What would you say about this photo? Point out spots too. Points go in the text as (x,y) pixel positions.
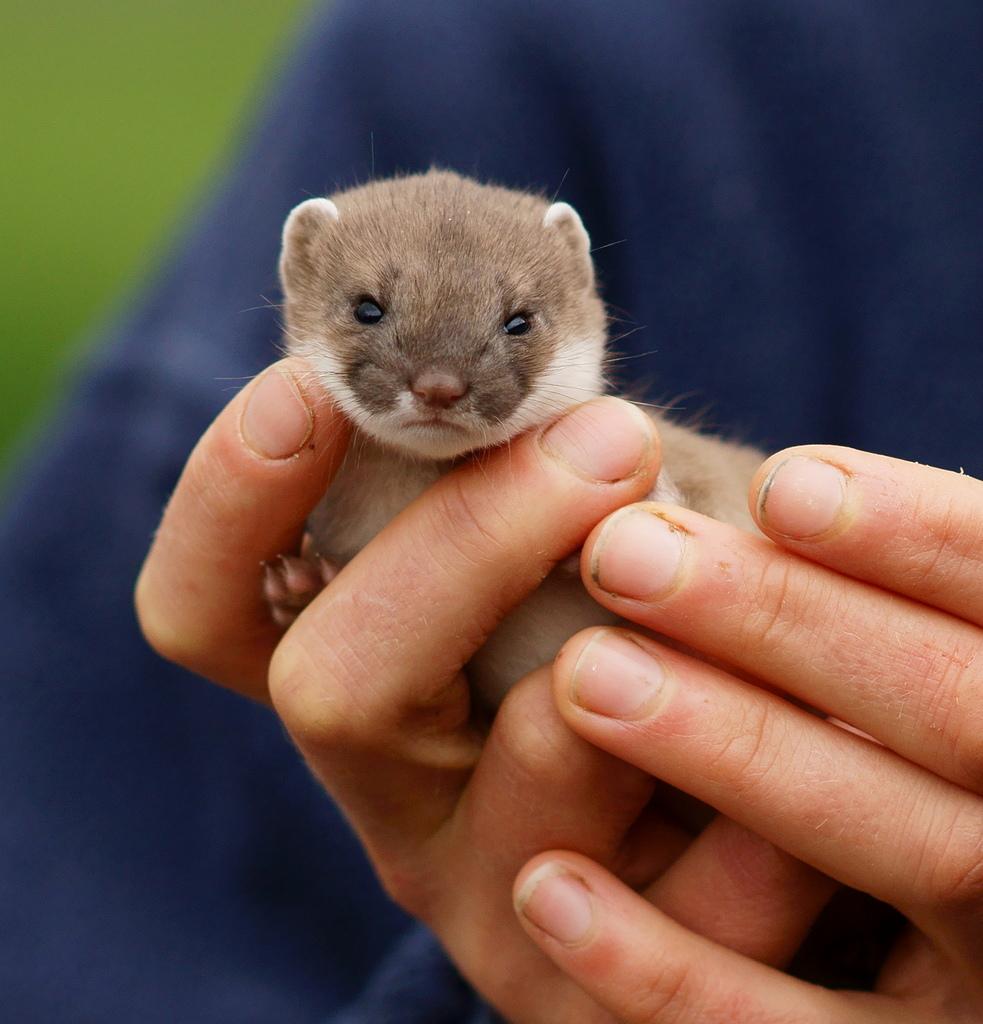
In the center of the image (541,571) we can see the hands (560,832) of a person (523,799) is holding an animal (548,625). In the background (854,186), we can see it is blurred.
